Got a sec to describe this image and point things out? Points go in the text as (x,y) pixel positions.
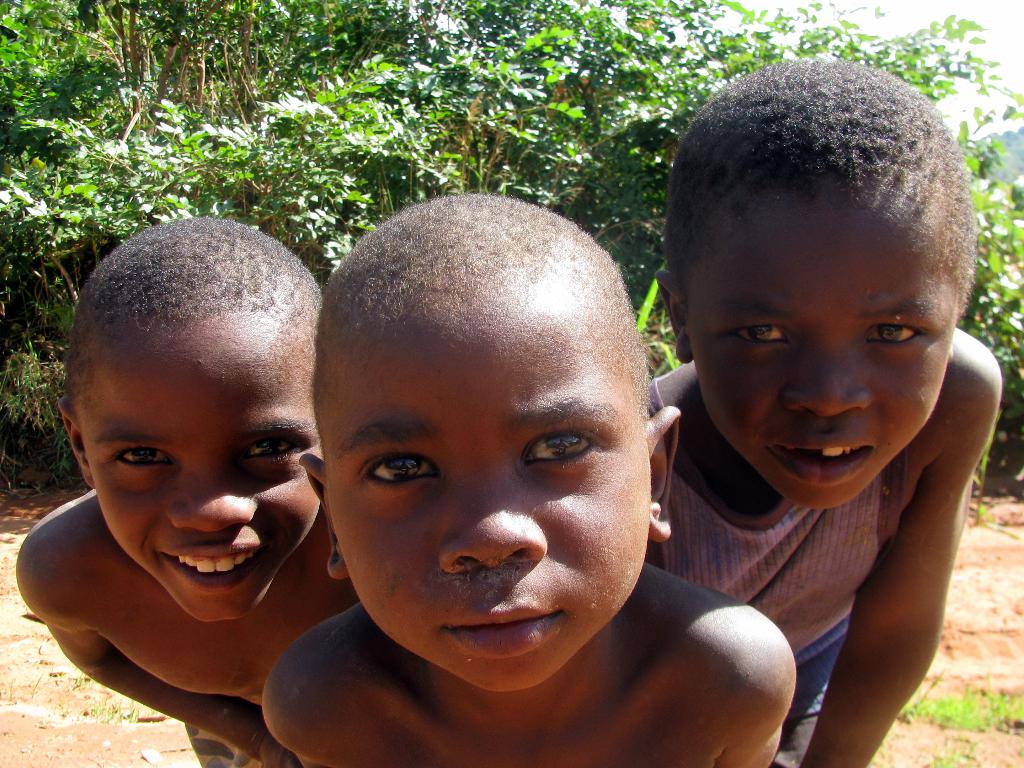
In this image there are three kids (562,570) standing on a land (41,699), in the background (554,134) there are trees (417,58).
